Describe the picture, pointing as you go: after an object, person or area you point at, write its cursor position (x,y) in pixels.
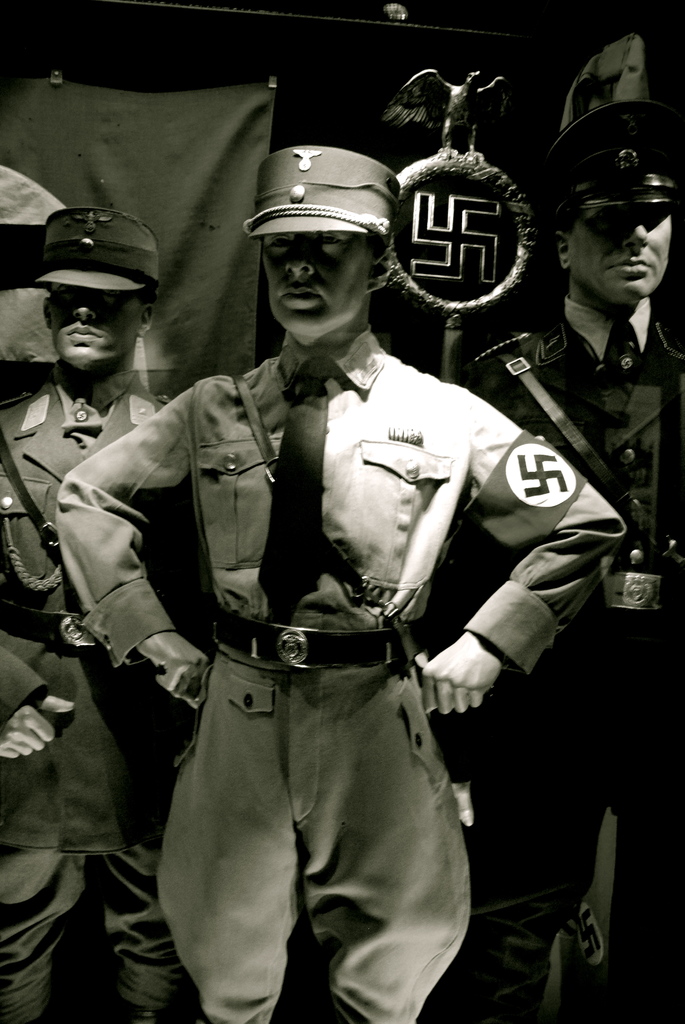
In this image there are three people (317,589) wearing uniform (174,476). In the background (437,267) there is a logo (473,163). On it there is a statue (455,94) of a bird (448,121).
